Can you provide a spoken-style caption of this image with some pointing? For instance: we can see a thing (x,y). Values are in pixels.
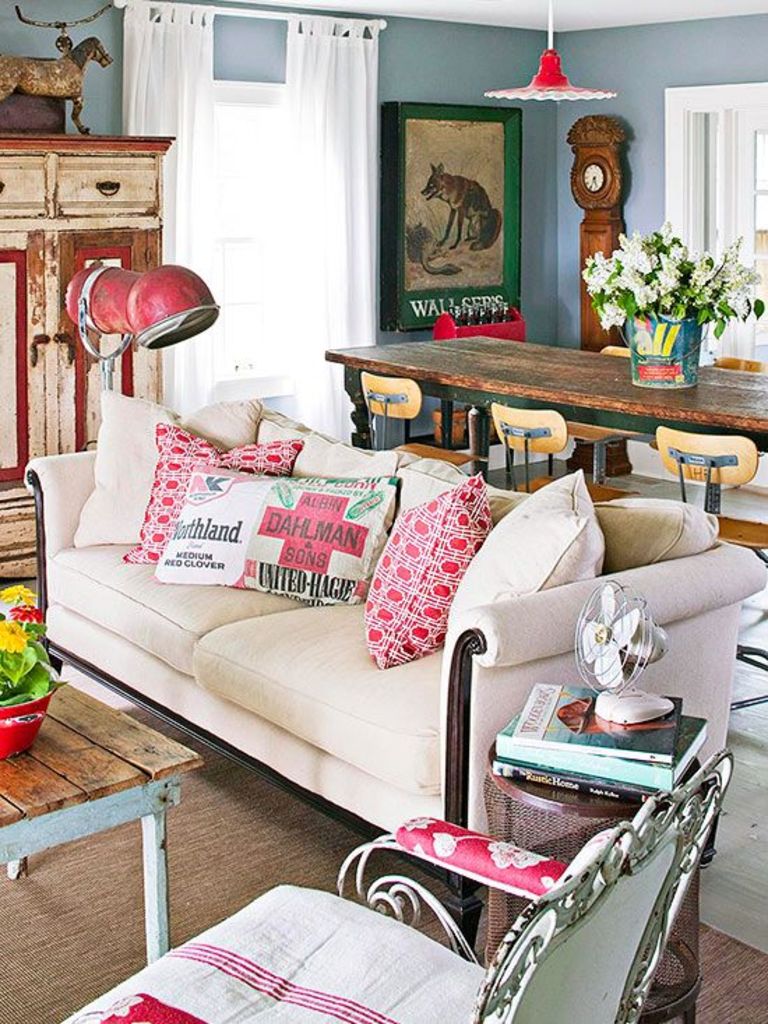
Here in the center (294,530) we can see a couch (43,466) with pillows (296,544) and cushions (405,562) on it, behind that we can see table (516,358) and chairs (611,433) present and there is a flower pot (648,272) on the table (631,395) and there are chairs (401,924) present here and there, there is a table fan (641,607), there are books (683,729) present on the table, there is a window (237,122) and window curtain (203,114) present on the left side (231,206), there is a portrait (399,184) of a fox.
